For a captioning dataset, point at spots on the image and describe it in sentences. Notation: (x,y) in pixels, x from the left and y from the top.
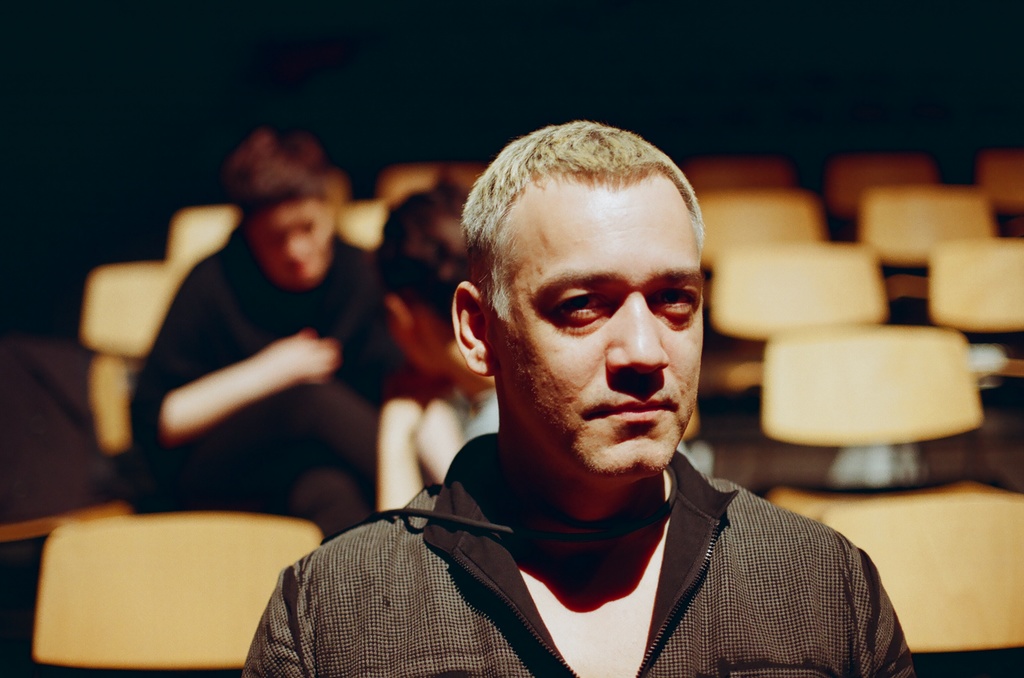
As we can see in the image there are few people (532,333) here and there sitting on chairs (1021,198).
